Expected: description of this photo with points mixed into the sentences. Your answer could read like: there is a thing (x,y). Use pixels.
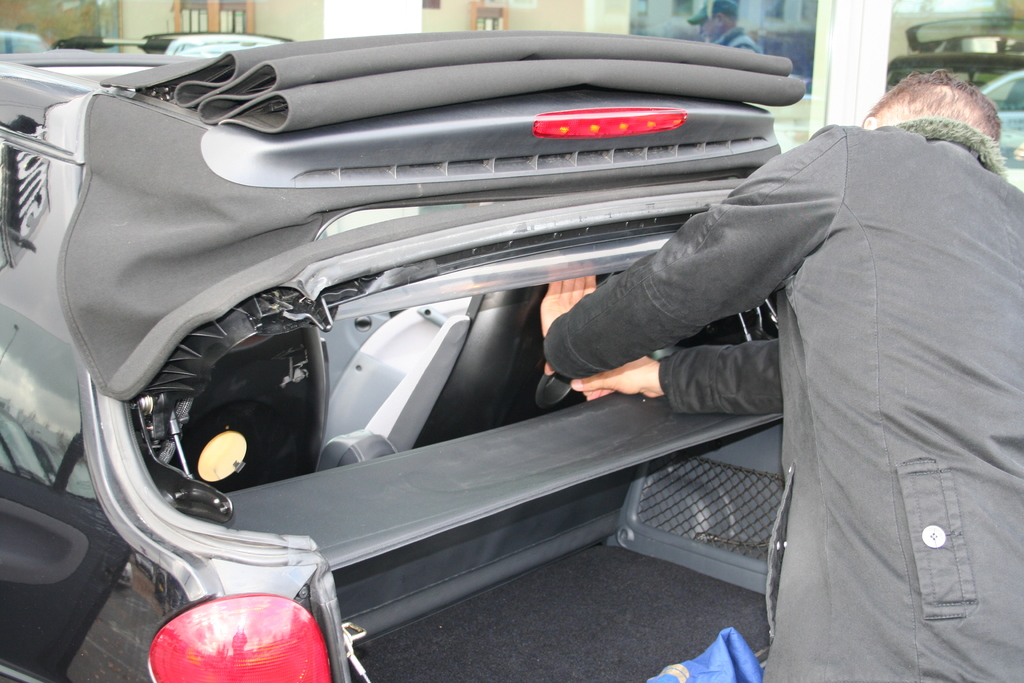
In this picture we can see a person (899,328) near to the car (411,374), in the background (987,91) we can find few more cars (958,70) and another person (724,40).
